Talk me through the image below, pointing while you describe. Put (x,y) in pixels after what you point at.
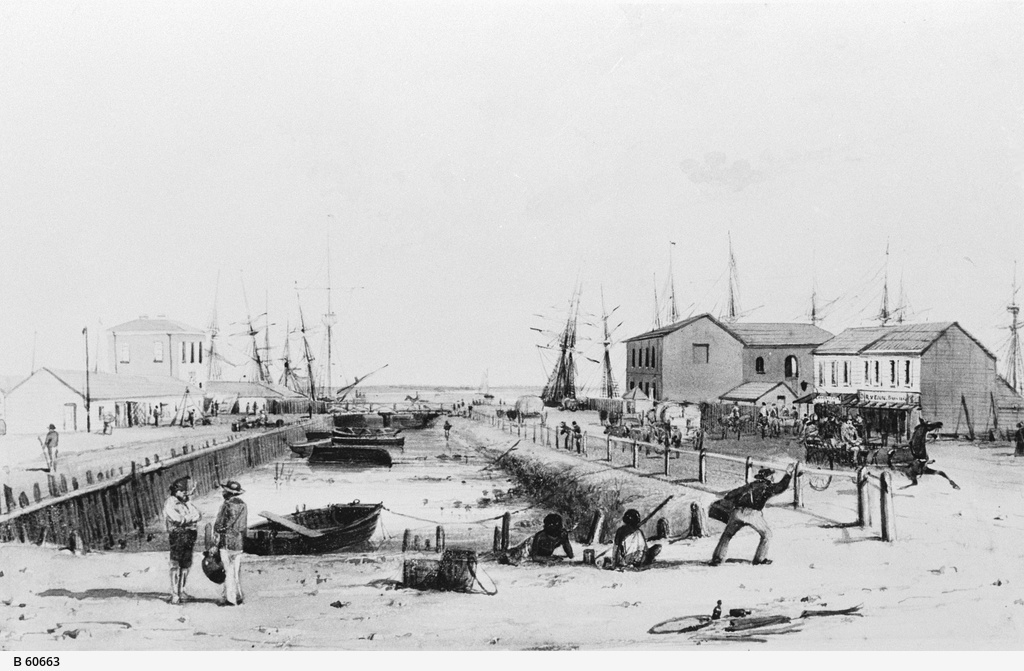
In the image few people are standing and sitting. Behind them we can see water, boats (333,402) and fencing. Behind the fencing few people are standing, walking and riding horses (902,447). Behind them we can see some buildings (753,375) and poles (1016,340).
